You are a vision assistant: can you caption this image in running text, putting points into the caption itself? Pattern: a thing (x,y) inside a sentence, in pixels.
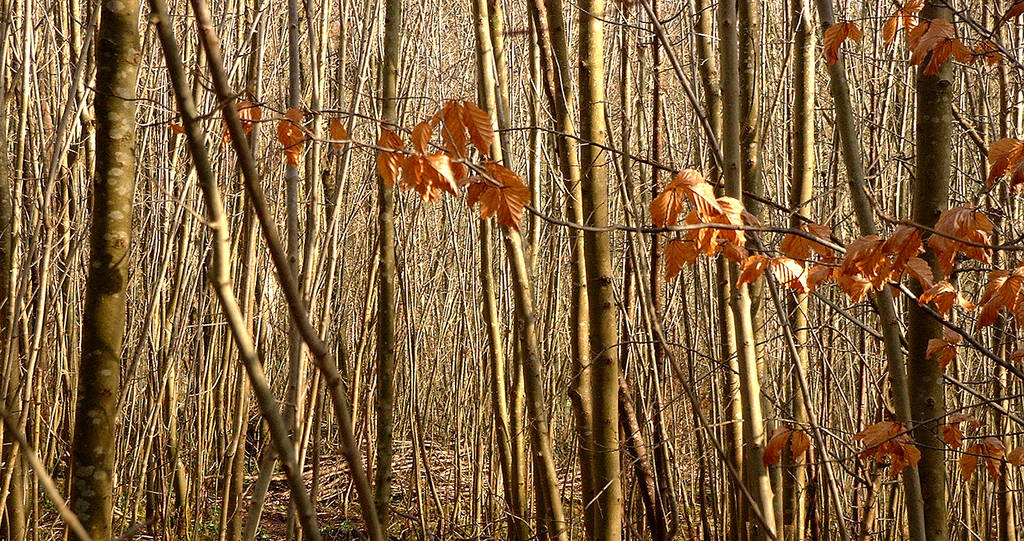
In this image, we can see trees (256,129) and there are leaves (886,244).
